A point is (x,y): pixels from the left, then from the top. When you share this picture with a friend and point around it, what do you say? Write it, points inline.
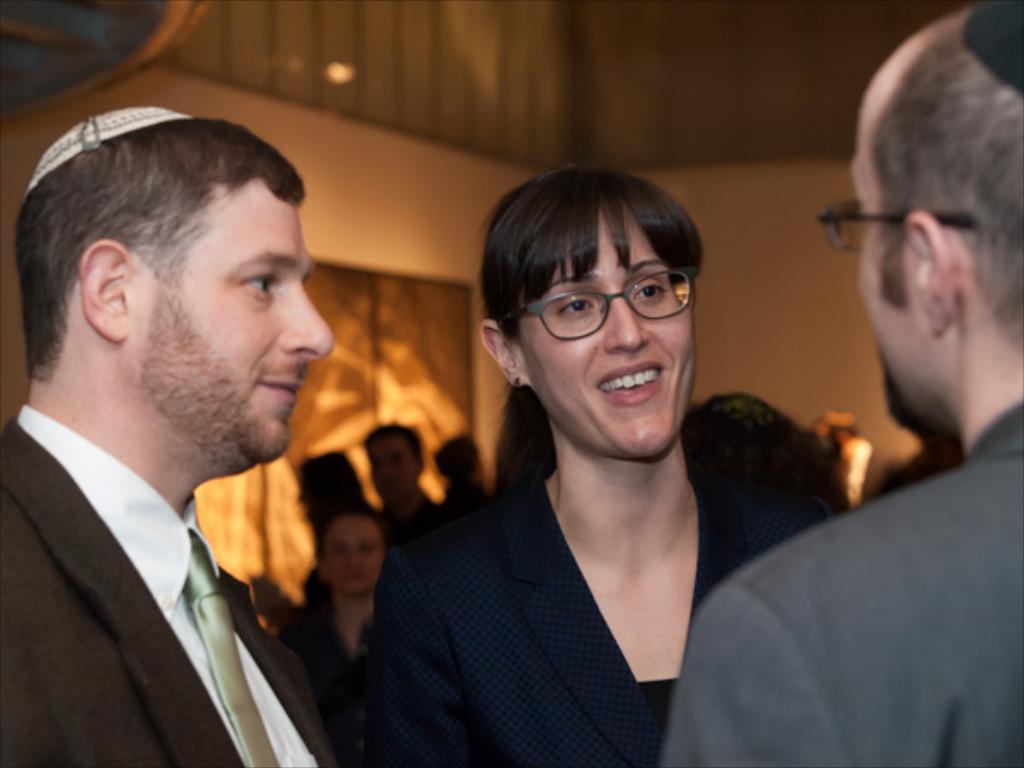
In this image in a hall (310,137) there are many people (225,454). In the foreground (244,461) there are two men (869,544) and a lady (453,559) are standing. They all are wearing coat (230,587). The lady (473,581) and the man (920,558) in the right (894,212) are wearing glasses (854,228).
